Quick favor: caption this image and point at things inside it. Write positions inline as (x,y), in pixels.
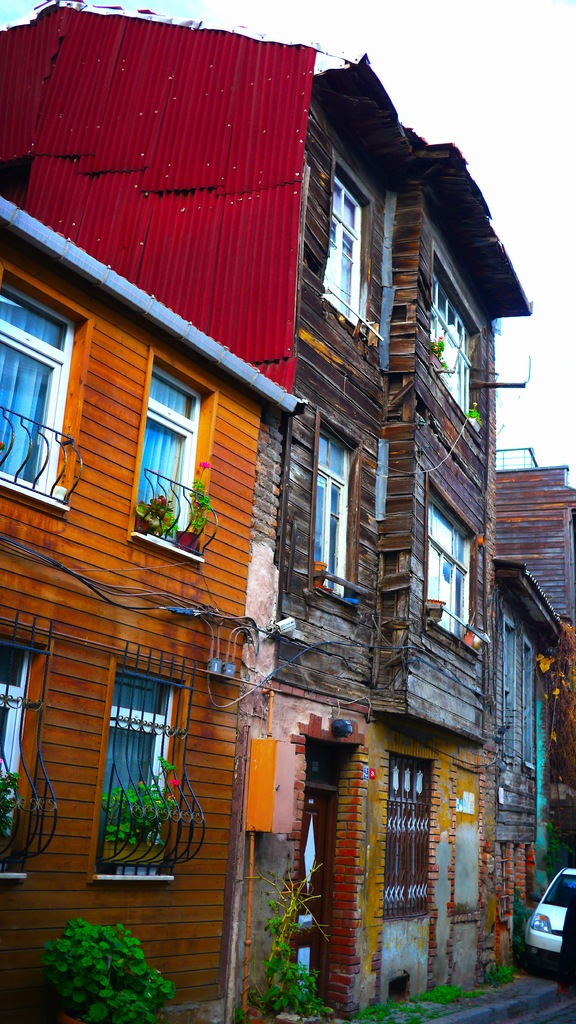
In this image, we can see buildings (312,619), walls (7,902), windows (128,690), curtains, plants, railings (6,764), door (327,975), pole (249,869), wires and few objects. On the right side (545,913) bottom corner, we can see a vehicle (559,926) on the path (535,990). Background (563,91) there is the sky (410,48).
